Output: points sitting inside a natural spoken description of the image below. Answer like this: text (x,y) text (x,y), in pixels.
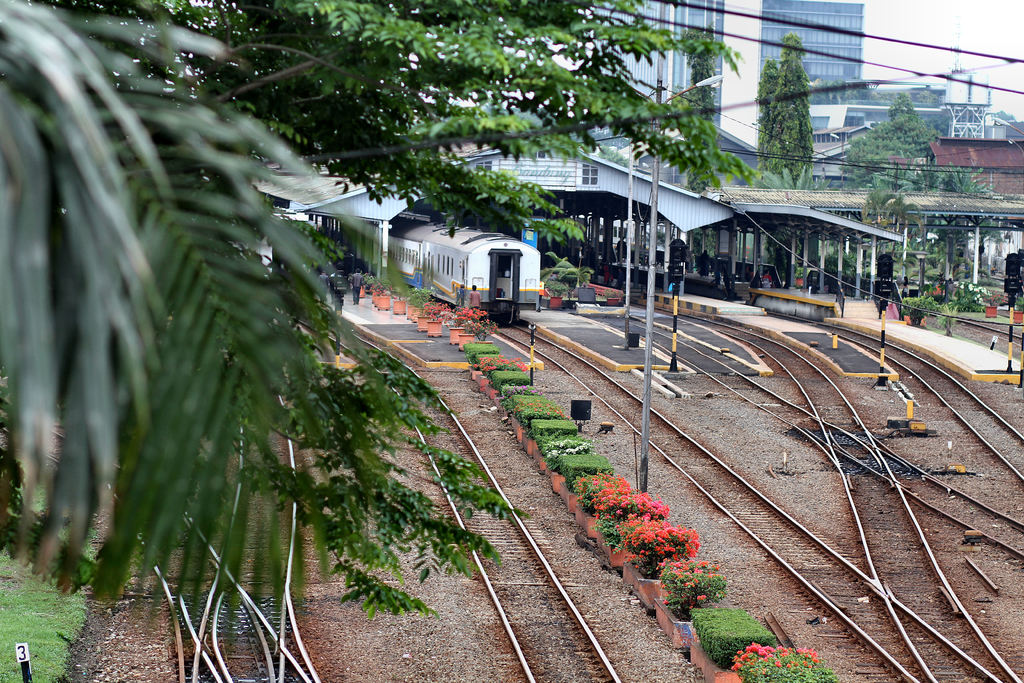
In this picture, we can see the train tracks (891,569), plants (580,458), pots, poles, trees (248,370), train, platforms (404,348) and people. Background (1006,163) we can see buildings (992,162), trees (709,61) and sky (947,31).
